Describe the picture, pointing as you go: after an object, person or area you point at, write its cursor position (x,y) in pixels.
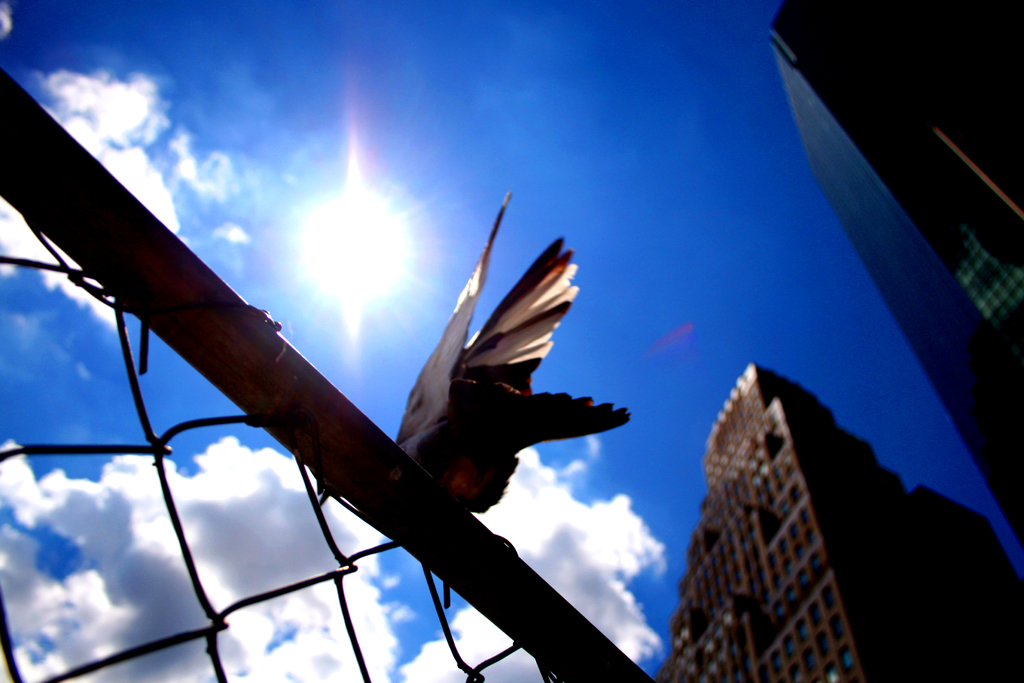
In this image I can see a bird (450,408) which is black and white in color on the metal rod (386,453) and I can see the metal fencing (168,447). In the background (763,637) I can see few buildings (809,483) and the sky (709,187).
